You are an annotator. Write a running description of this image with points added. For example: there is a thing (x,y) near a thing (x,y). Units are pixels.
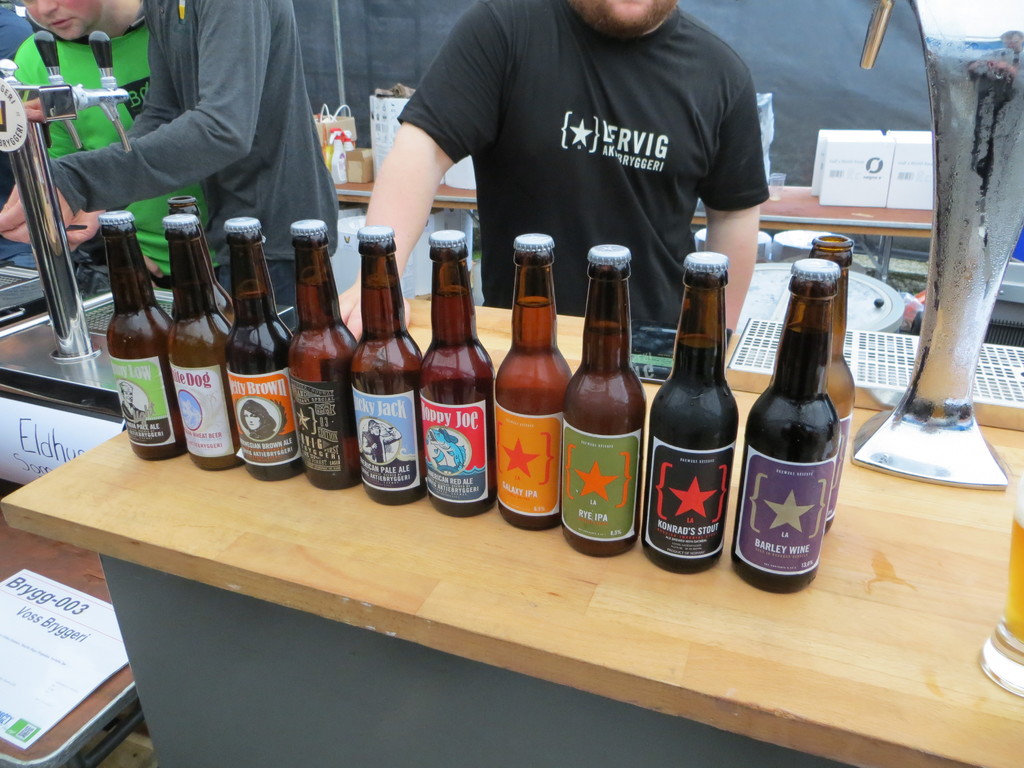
In this image I can see number of bottles (783,544) on this table (678,624). In the background (307,137) I can see few people (73,69) are standing.
